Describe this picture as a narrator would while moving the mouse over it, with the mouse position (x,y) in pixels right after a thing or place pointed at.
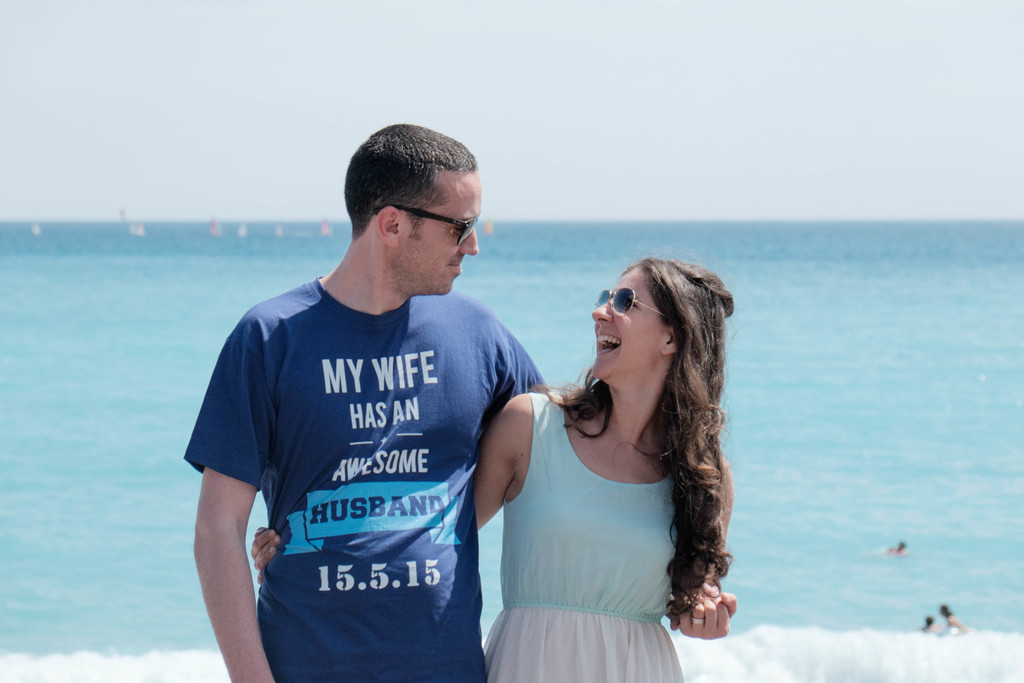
In this image I can see two persons (370,416) standing. The person (630,501) at right (691,474) is wearing blue and white color dress (595,635) and the person (440,594) at left (304,446) is wearing blue color shirt (534,375). In the background (742,257) I can see the water (793,330) and the sky (543,69) is in white color.
